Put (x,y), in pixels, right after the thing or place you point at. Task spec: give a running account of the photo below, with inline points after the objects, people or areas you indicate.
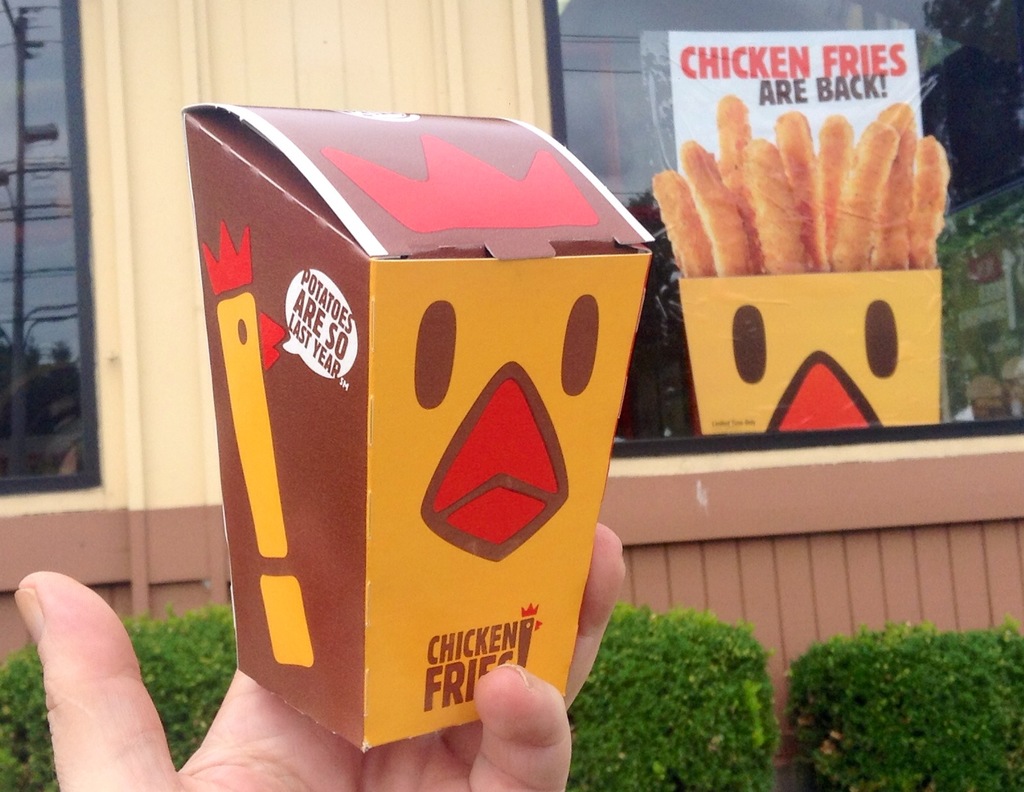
In this picture I can observe a box (491,513). This box (316,418) is in yellow, red and brown colors. I can observe a human hand (337,754) holding the box (354,479). In the background (215,670) there are some plants (767,707) and a building (118,133).
